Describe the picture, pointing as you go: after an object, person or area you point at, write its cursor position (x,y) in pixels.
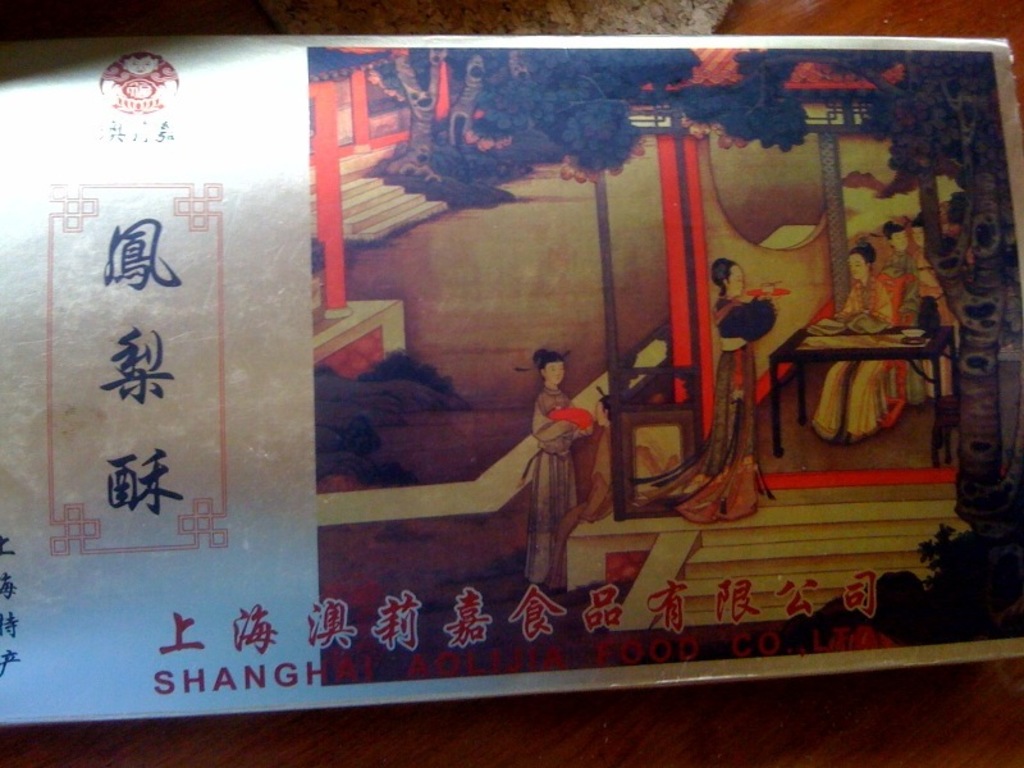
In this picture we can see one photo (420,358) is placed on the table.
